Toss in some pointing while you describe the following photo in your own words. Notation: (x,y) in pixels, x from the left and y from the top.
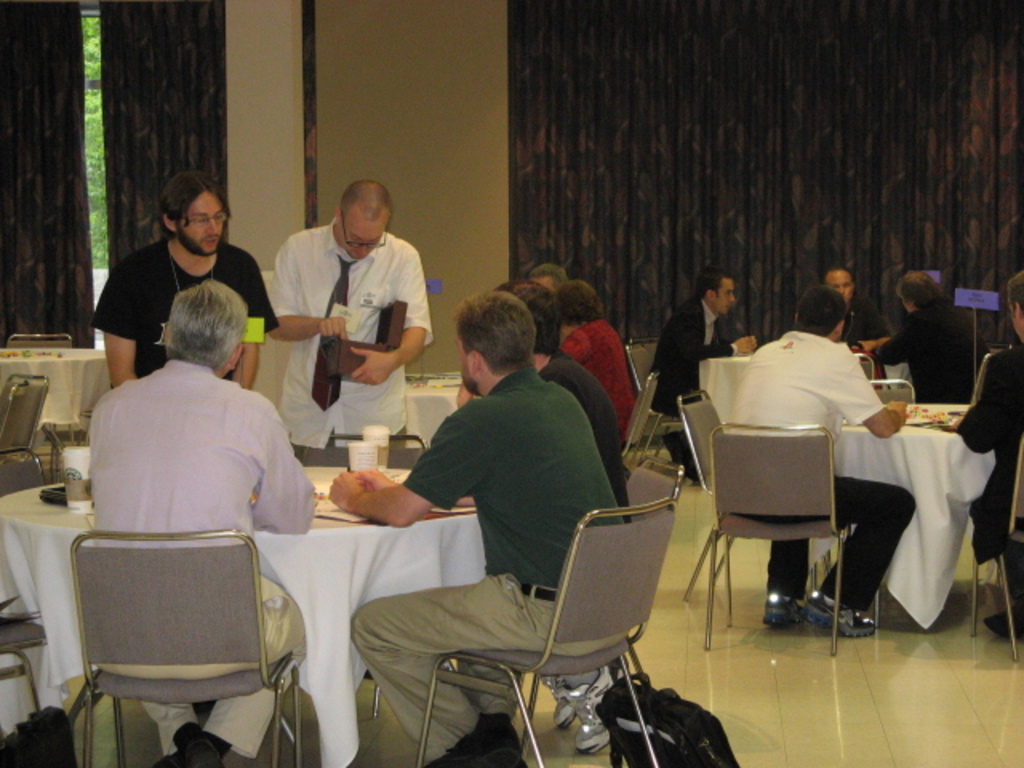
This picture describes about group of people (151,372) few are seated on the chair (200,586) and few are standing and we can see cups (361,448) in front of them on the table (357,536), and also we can see bag curtains (661,209), and couple of trees (91,92).
